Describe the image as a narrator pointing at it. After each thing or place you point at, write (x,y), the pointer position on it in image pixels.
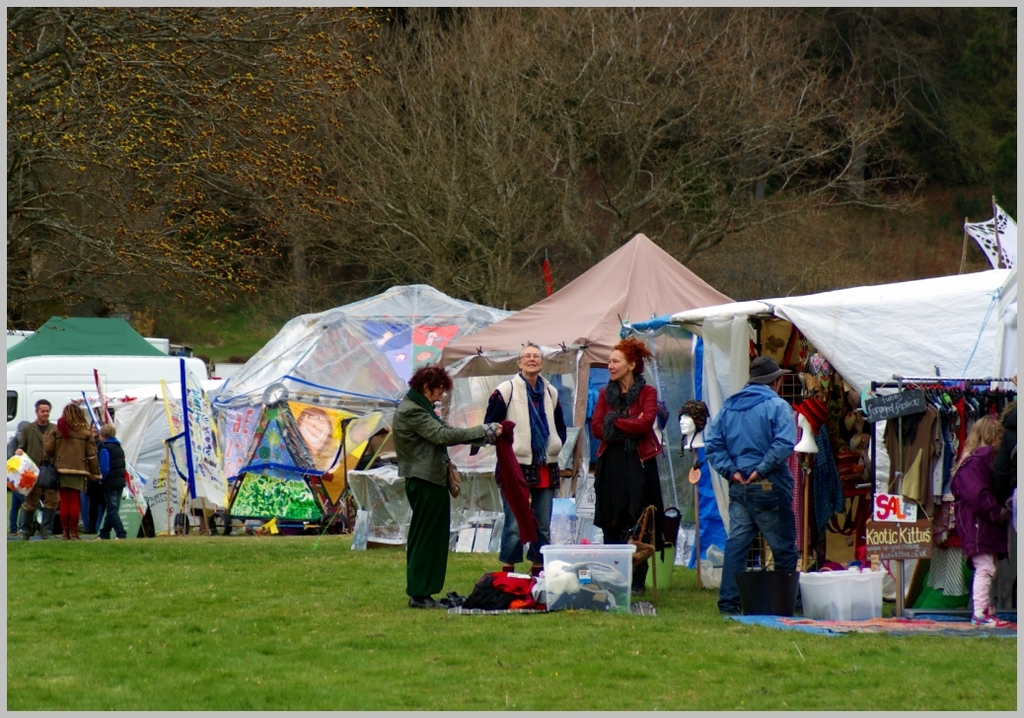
In this image we can see a few tents (277,444), there are some people (75,493), among them some people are holding the objects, we can see some clothes (898,437) hanged to the hanger (874,421) and there are some clothes (529,596) and other objects (620,597) on the ground (680,589), also we can see some trees (159,250) and grass (280,622).
